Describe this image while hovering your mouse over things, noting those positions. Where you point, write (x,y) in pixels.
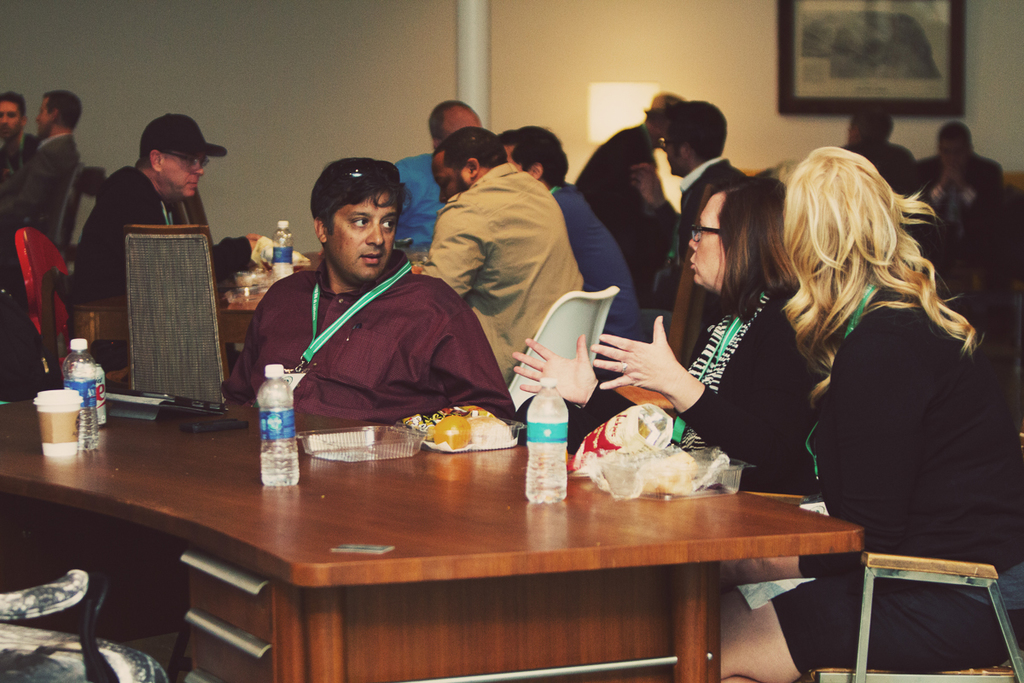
In the image we can see there are people (523,222) who are sitting on chair (197,274) and on table (338,420) we can see there is laptop (173,413), chips packet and coffee cup (48,443).
